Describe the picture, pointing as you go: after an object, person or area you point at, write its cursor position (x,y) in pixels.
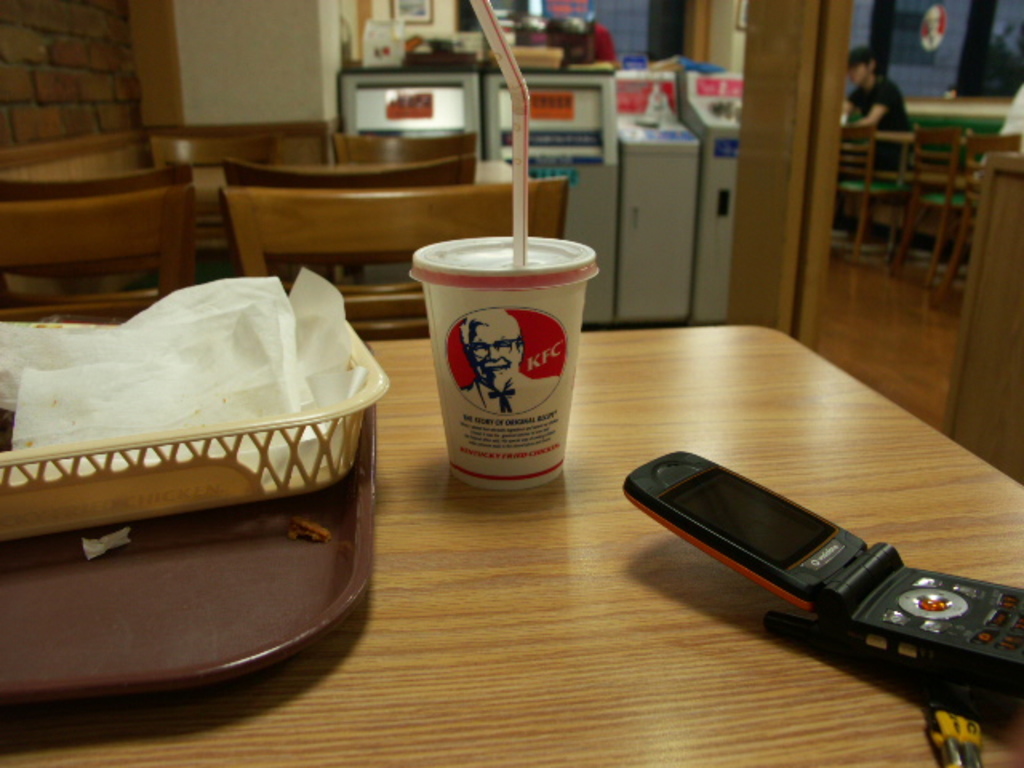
In the image we can see on the table (416,502) there is juice glass (489,471), mobile phone (832,622) and tissue papers (170,362) kept in the basket (206,455). There are chairs (459,150) and there is a person (874,112) sitting on the chair (869,138).
